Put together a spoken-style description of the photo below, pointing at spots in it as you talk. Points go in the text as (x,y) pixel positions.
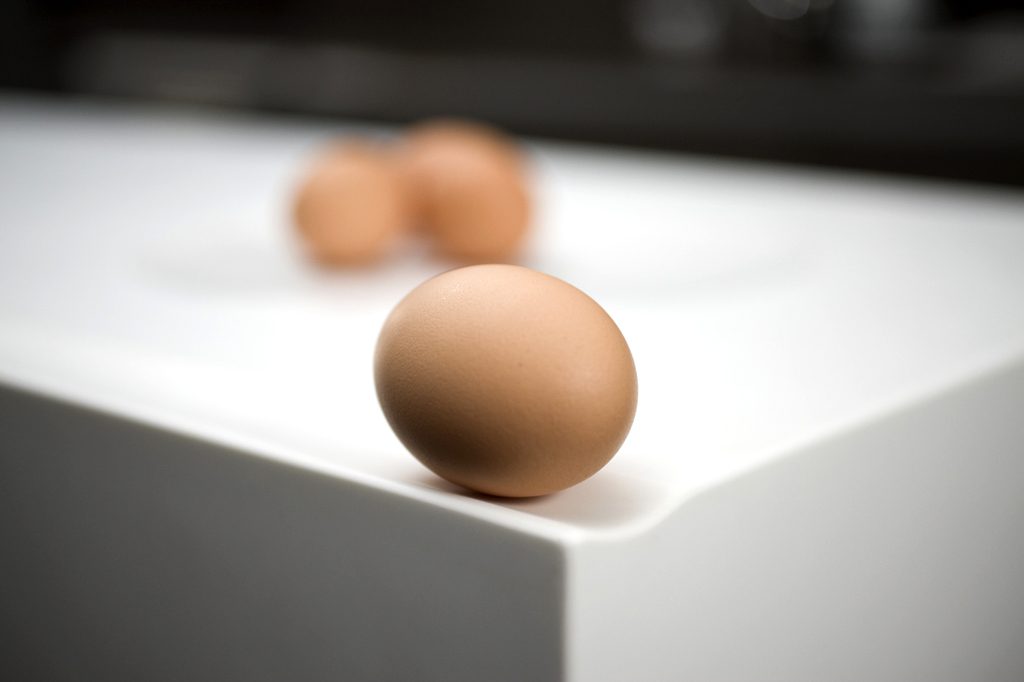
In the middle of the image (368,416) we can see a table (12,231), on the table (280,186) we can see some eggs (530,158). Background of the image is blur.
